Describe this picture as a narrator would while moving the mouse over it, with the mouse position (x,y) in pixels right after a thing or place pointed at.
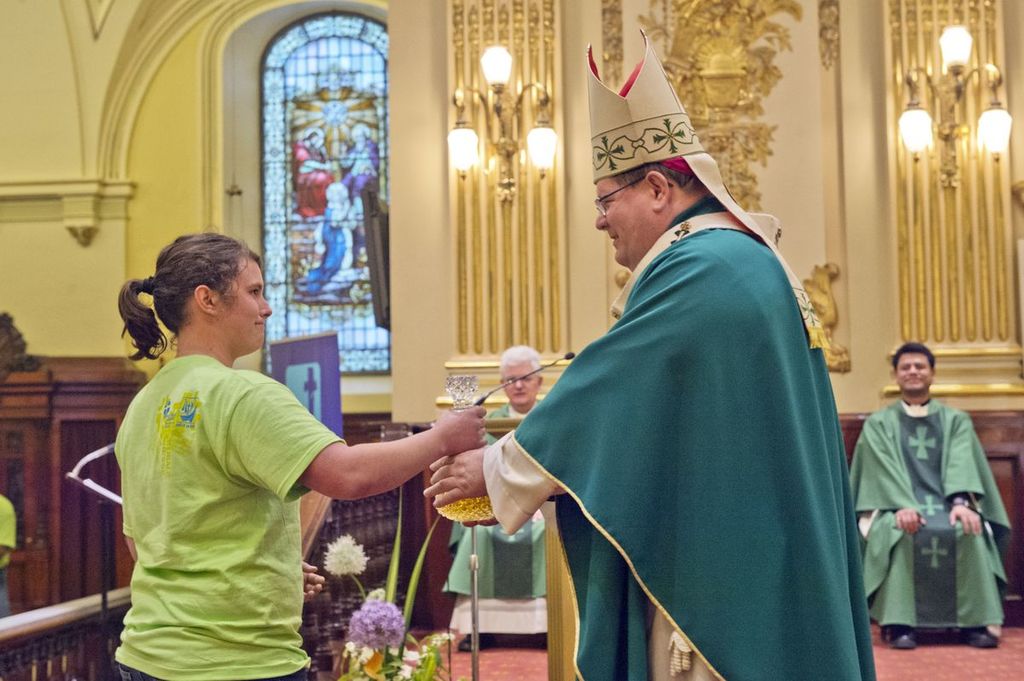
In this image at the center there is a mike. Beside the mike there are two persons (650,535) standing by holding a glass vessel (464,428). Behind them there are two persons (940,580) sitting on the chair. At the back side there are two chandeliers (997,152). At the left side of the image (309,240) there is a glass window (314,120).
